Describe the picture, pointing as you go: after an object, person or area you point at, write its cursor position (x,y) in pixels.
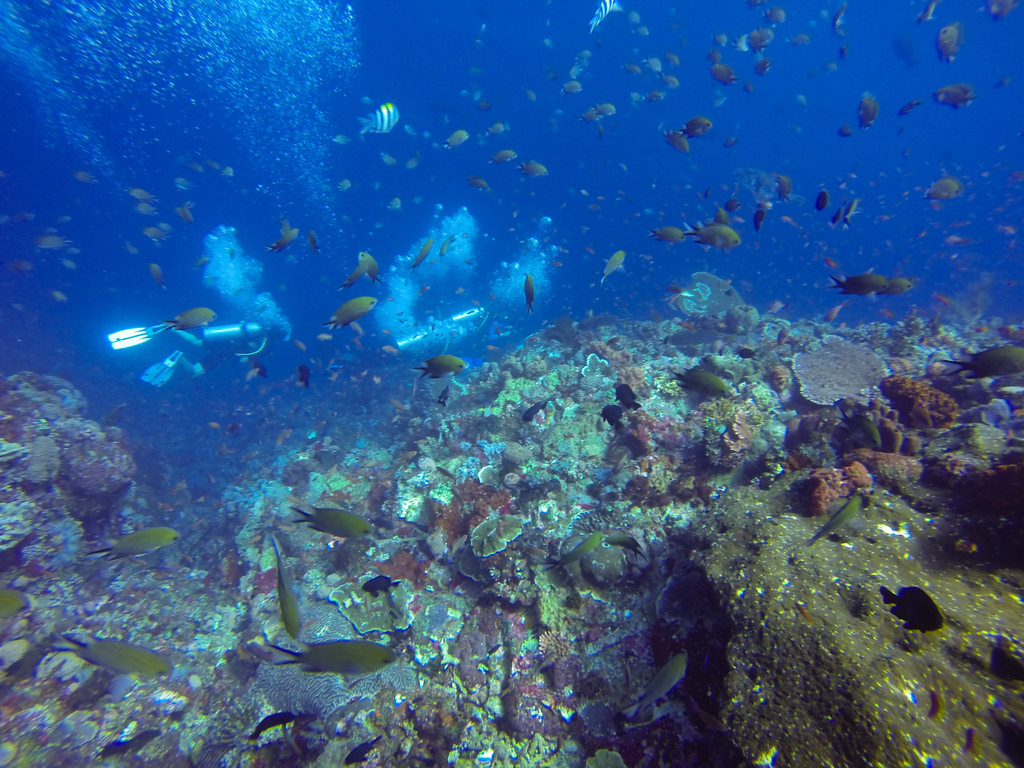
In this image, we can see some small fishes (857,285) in the water (384,209).
